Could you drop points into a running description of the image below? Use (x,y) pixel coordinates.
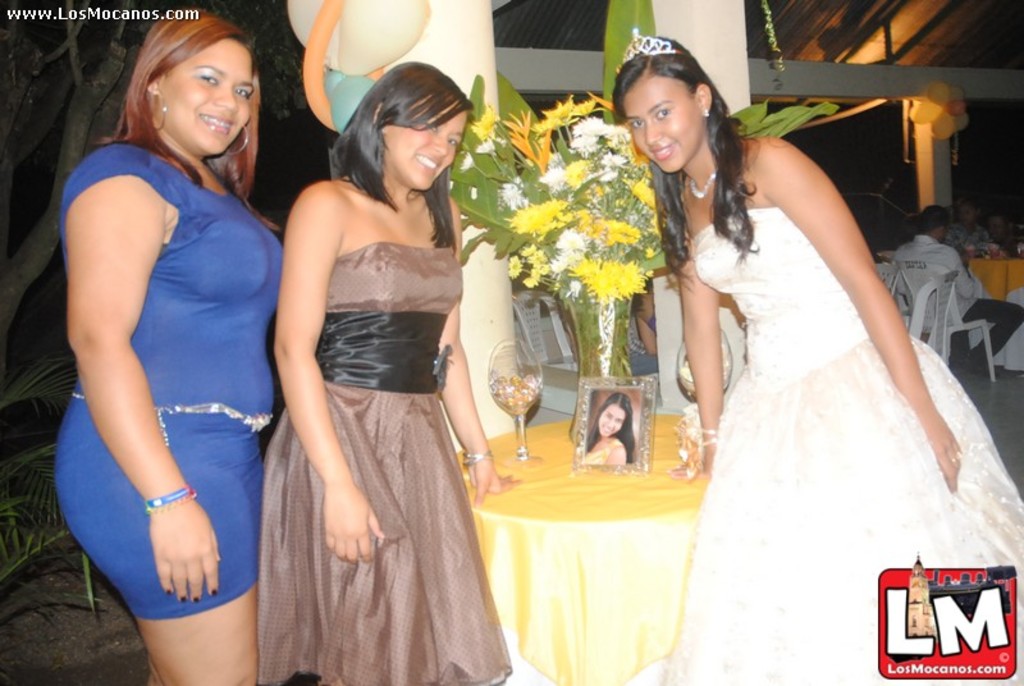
In this picture there are three persons (392,190) standing and smiling. There is a photo frame (607,385) and there are glasses (686,382) and there is a flower vase (604,141) on the table (635,594) and the table (560,583) is covered with gold color cloth (601,617). At the back (1008,251) there is a person (976,298) and there are chairs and tables (990,292). At the top (946,120) there are balloons (933,107) and lights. On the left side of the image (71,26) there are plants (5,554) and at the top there is a text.
